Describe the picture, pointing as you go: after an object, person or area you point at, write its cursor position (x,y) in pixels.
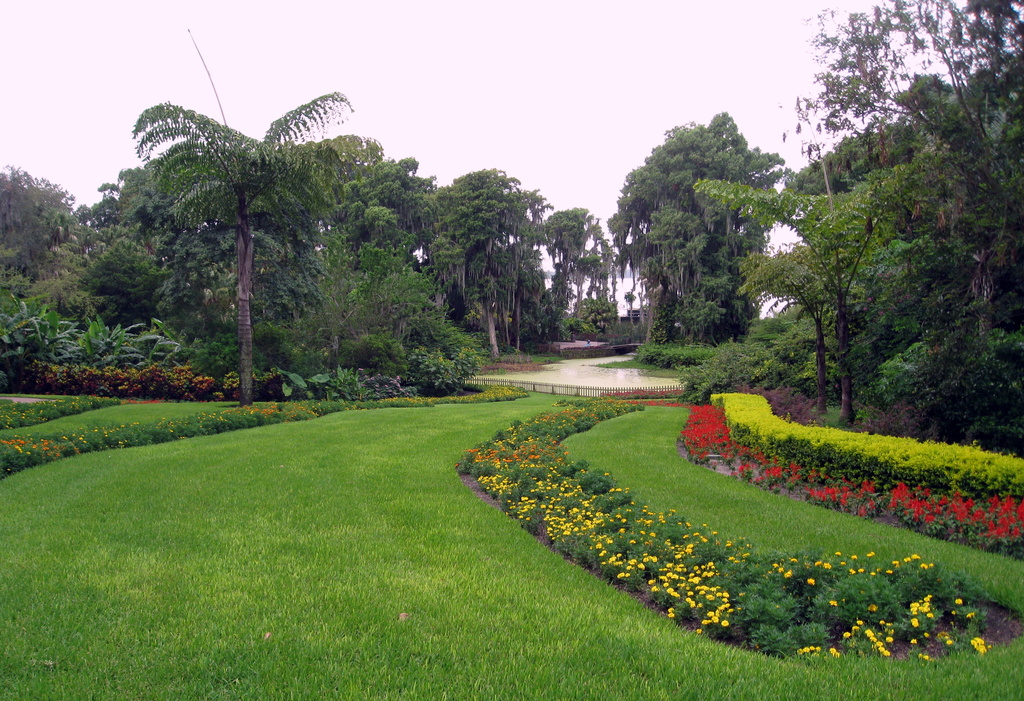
In this image, we can see green grass (26,576) on the ground (124,572), we can see some plants (70,448) and trees (427,275), at the top (502,89) there is a sky (411,124).
